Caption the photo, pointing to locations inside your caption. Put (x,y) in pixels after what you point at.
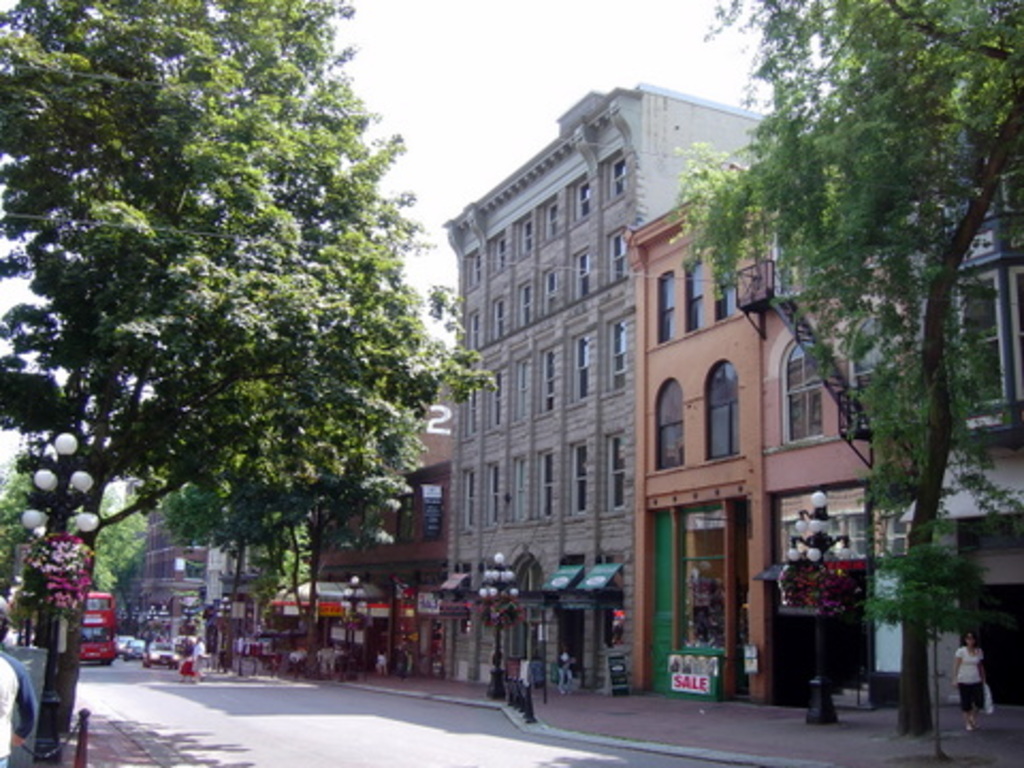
In the center of the image (579,510) we can see buildings (737,525), lights (799,524), stores (695,624), boards (709,676), poles (514,703) are there. On the left side of the image (333,386) we can see buses (102,651), cars (159,642), trees (131,335) are present. At the bottom of the image (408,726) road (452,714) is there. At the top of the image (449,44) sky (511,76) is there. On the right side of the image (959,680) a lady (965,670) is walking and carrying a bag (984,698).
